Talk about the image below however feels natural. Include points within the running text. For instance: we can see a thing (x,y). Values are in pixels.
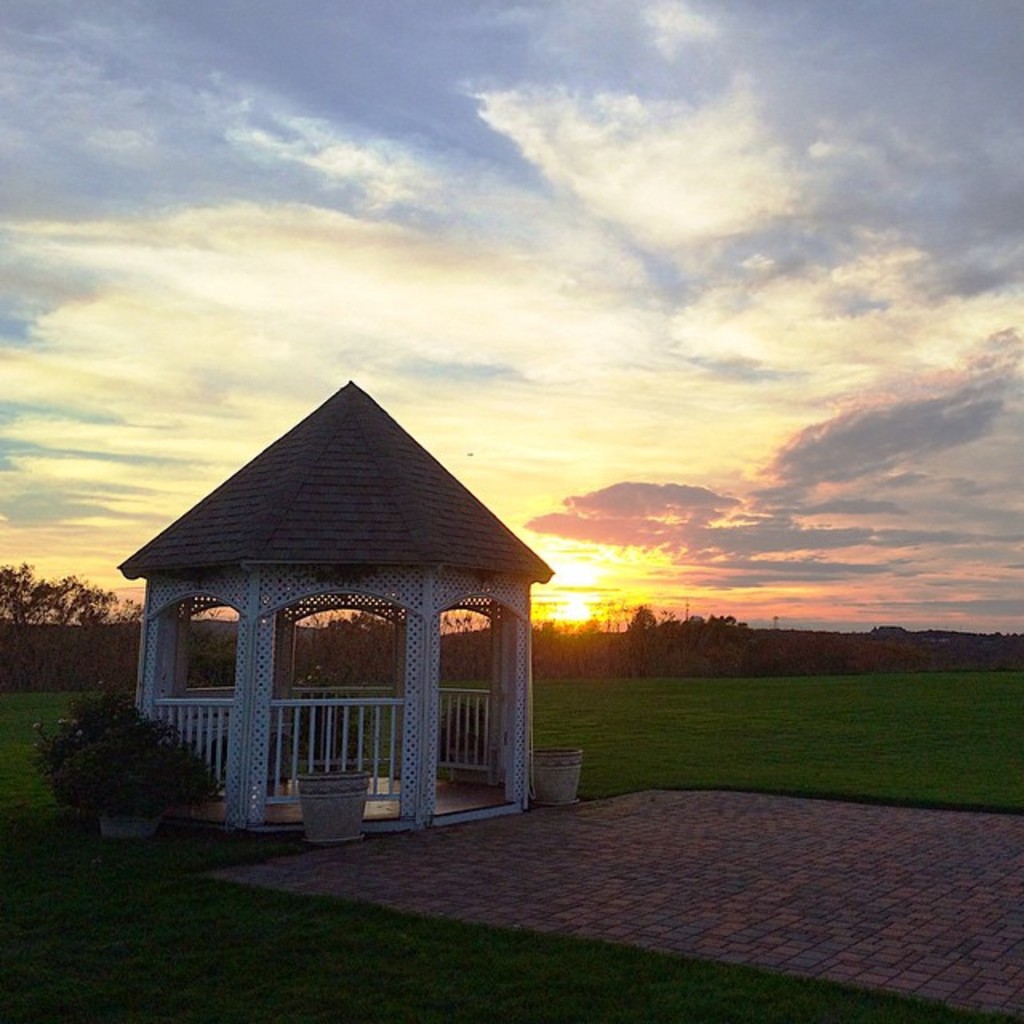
In this image we can see a gazebo (363,600) with pillars (424,711) and railings (297,732). On the ground (260,963) there is grass (328,955). Near to that there are pots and plants (110,737). In the back (139,615) there are trees (648,612). Also there is sky (539,279) with clouds (565,255).
